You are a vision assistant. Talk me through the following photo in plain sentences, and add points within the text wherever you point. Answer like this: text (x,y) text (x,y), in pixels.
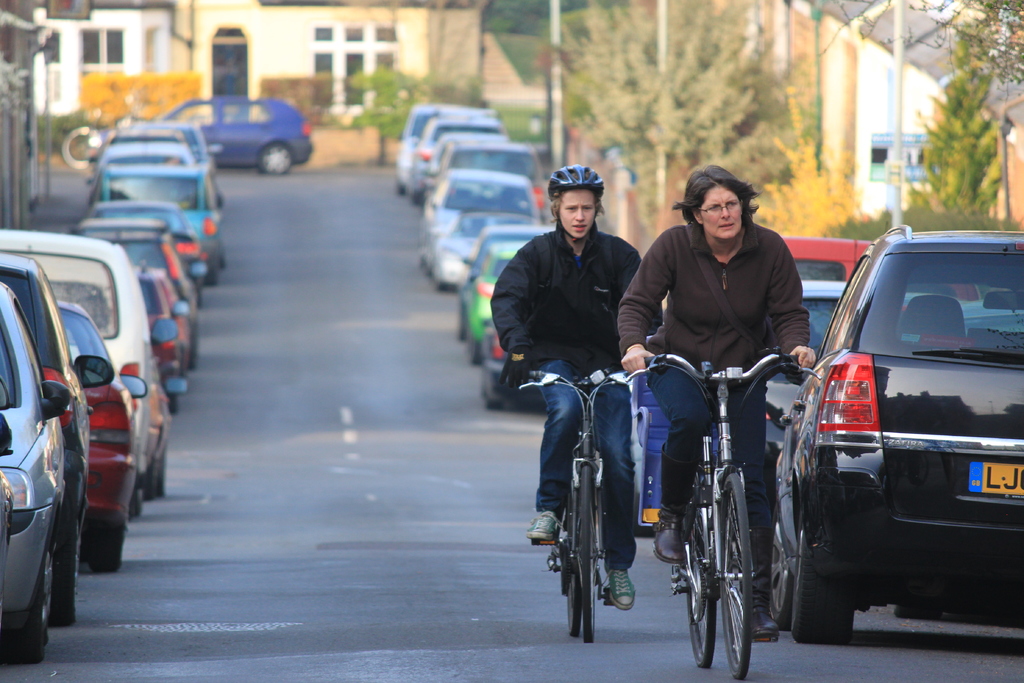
In this image I can see few buildings (880,178), windows (880,178), trees (826,188), poles (899,32) and few vehicles (488,373) on the road (463,414). I can see two people (666,331) are riding bicycles (583,593).
